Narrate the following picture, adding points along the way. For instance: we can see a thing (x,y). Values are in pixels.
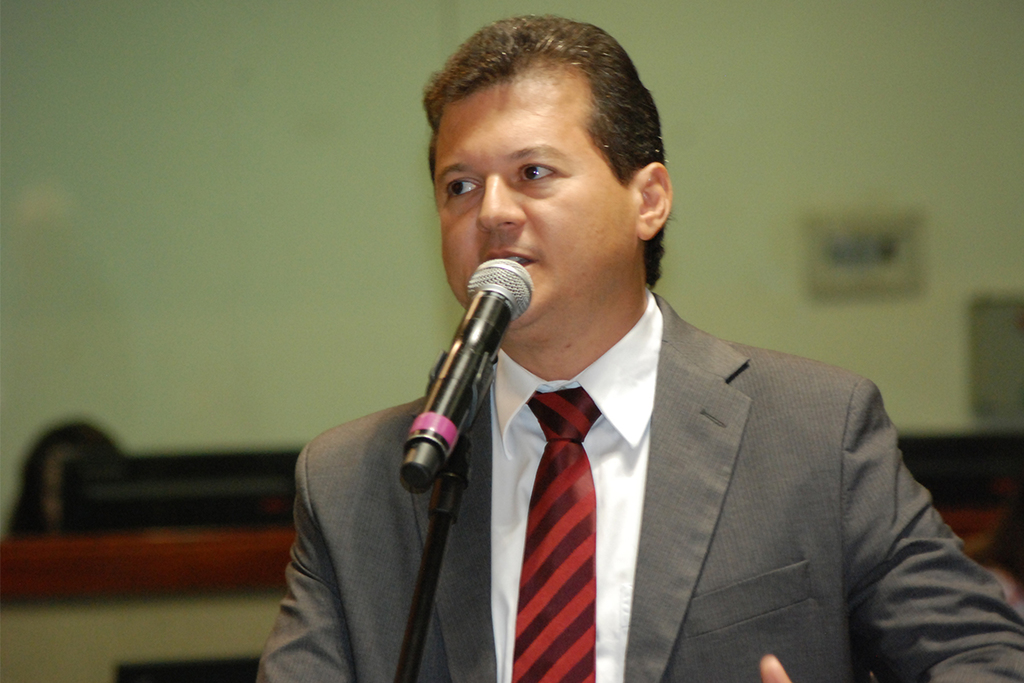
In this image we can see a person (512,341) is talking, there is a mic (422,421) in front of him, also we can see the wall (923,251), and the background (436,301) is blurred.
